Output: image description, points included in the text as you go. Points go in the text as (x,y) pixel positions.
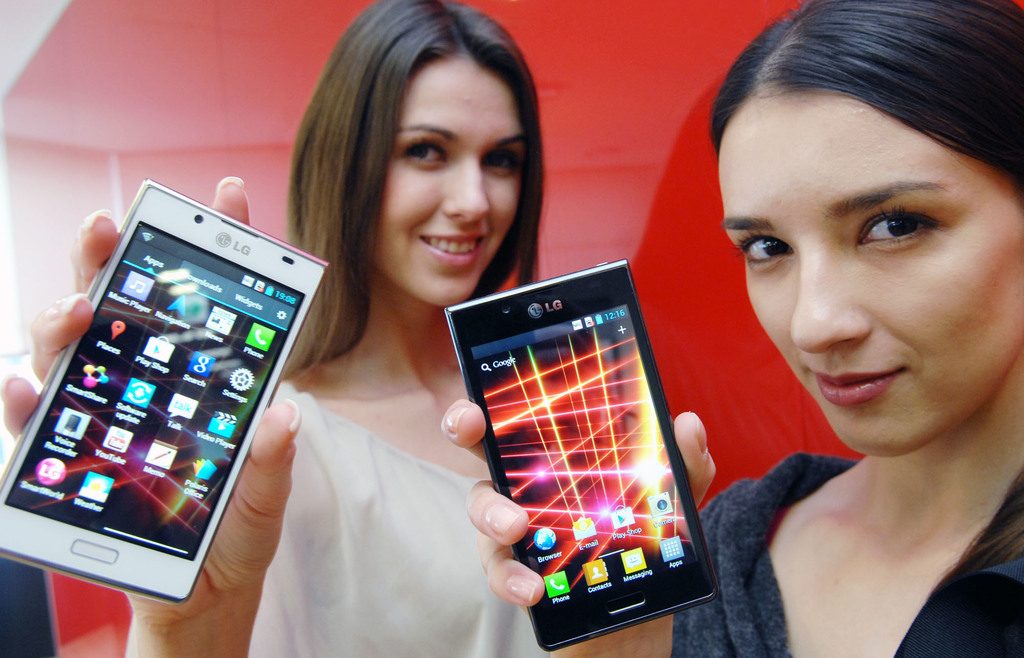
This is the picture of two persons (873,603), the two persons (881,571) are holding a mobile (193,396) and the screen (182,392) is on, In the mobile (141,517) we can see the different applications (139,406). Background of this people (484,472) is in red color.
